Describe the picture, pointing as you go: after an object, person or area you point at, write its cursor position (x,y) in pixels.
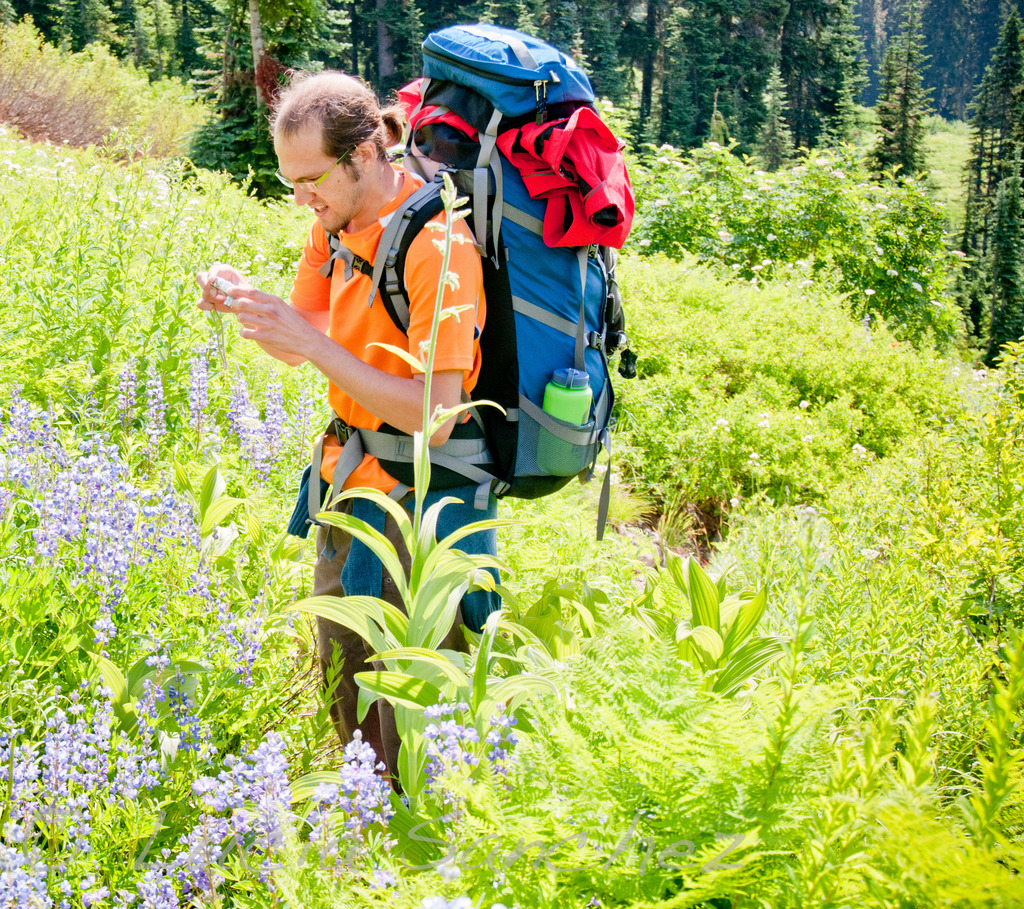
In this image, In the middle (366,395) there is a man (363,379) standing and he is carrying a blue color bag (537,326), In that there are some red color clothes (564,240) in the bag (485,153), There are some green color plants (793,530) and green color trees (347,21) in the background (300,70).
